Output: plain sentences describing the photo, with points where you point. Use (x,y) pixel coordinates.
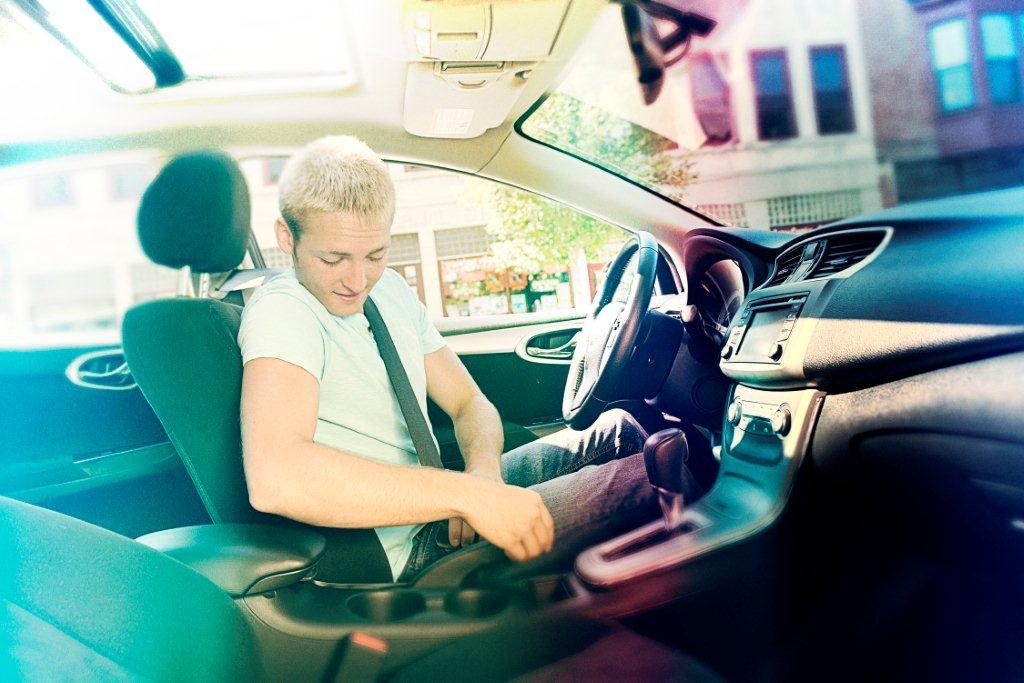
There is a man (345,478) inside the car (427,638). This is steering (595,331) and this is seat (113,590). And there is a building (765,126) and this is tree (530,214).
